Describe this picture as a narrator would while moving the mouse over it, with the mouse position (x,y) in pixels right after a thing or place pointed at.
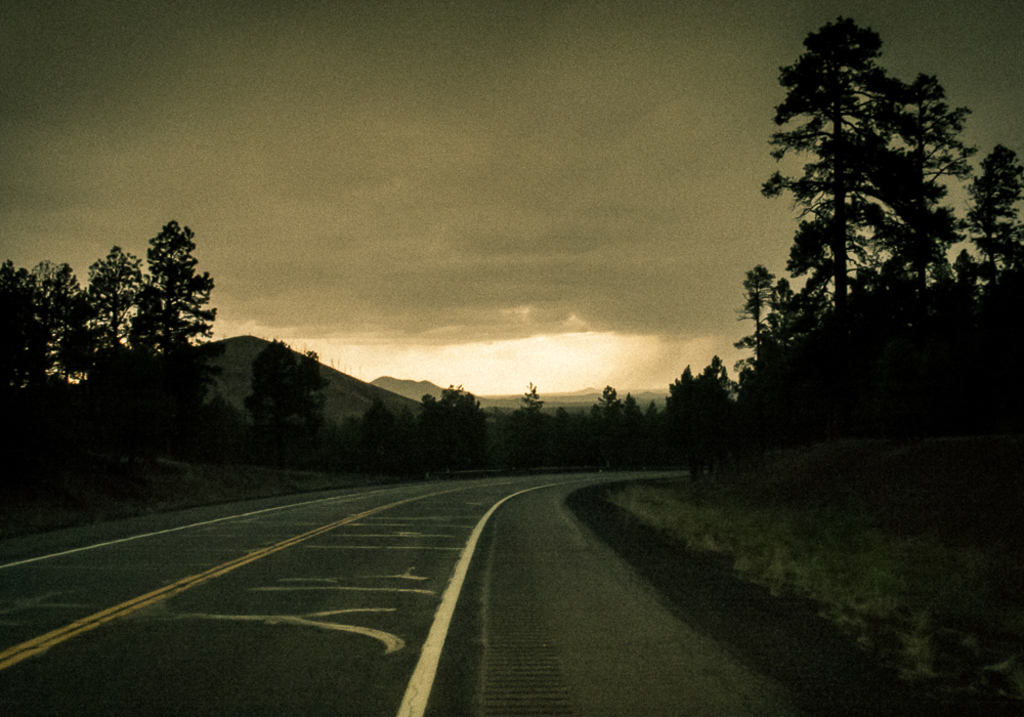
In this image we can see road (569,554), ground (681,527), trees (622,410), and mountains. In the background (397,327) there is sky (740,214) with clouds (727,145).
